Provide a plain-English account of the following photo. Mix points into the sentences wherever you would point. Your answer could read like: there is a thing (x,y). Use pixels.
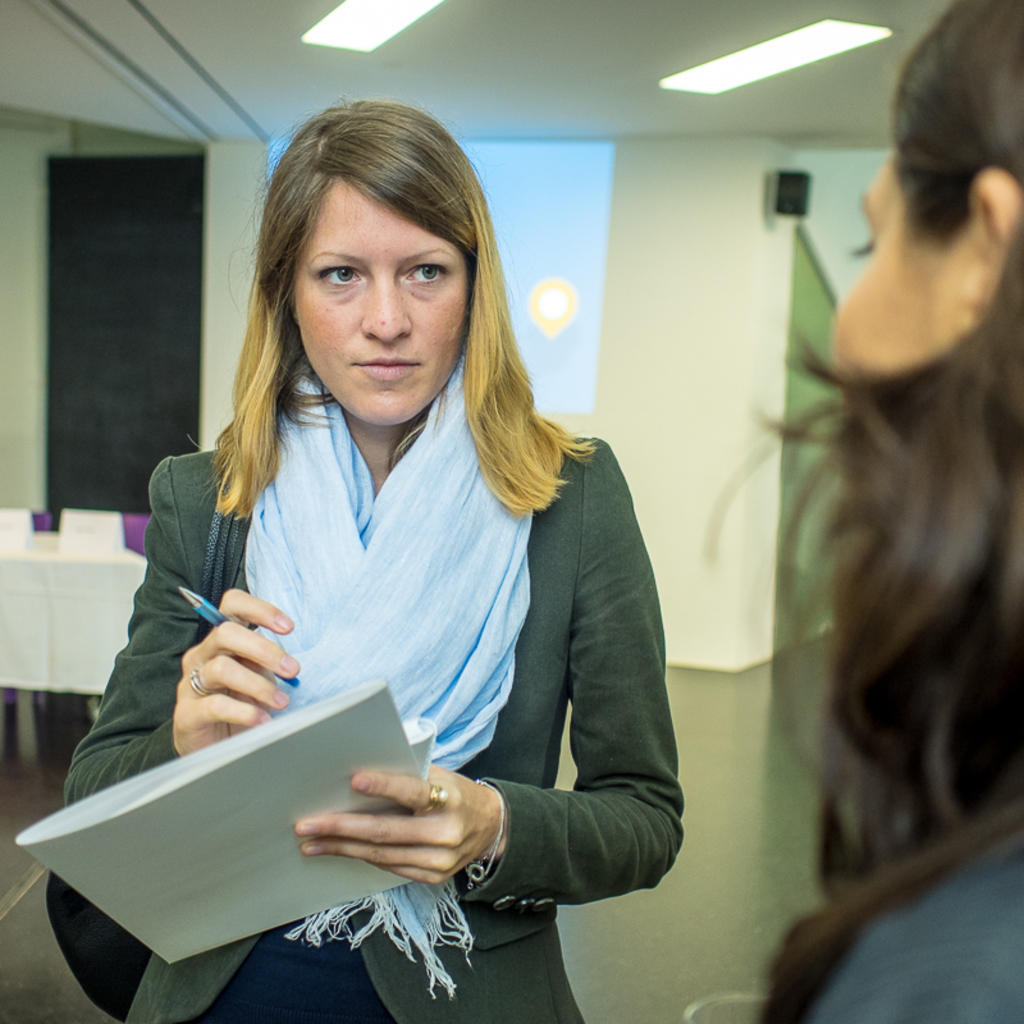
This picture is clicked inside. On the right corner (946,524) there is a person (943,954). In the center (470,438) there is a woman (432,475) holding a paper (314,750) and a pen (186,590) and standing on the ground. In the background (585,65) there is a roof (508,50), ceiling lights (402,6), table (82,555), door (126,385), window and a wall (752,406).
